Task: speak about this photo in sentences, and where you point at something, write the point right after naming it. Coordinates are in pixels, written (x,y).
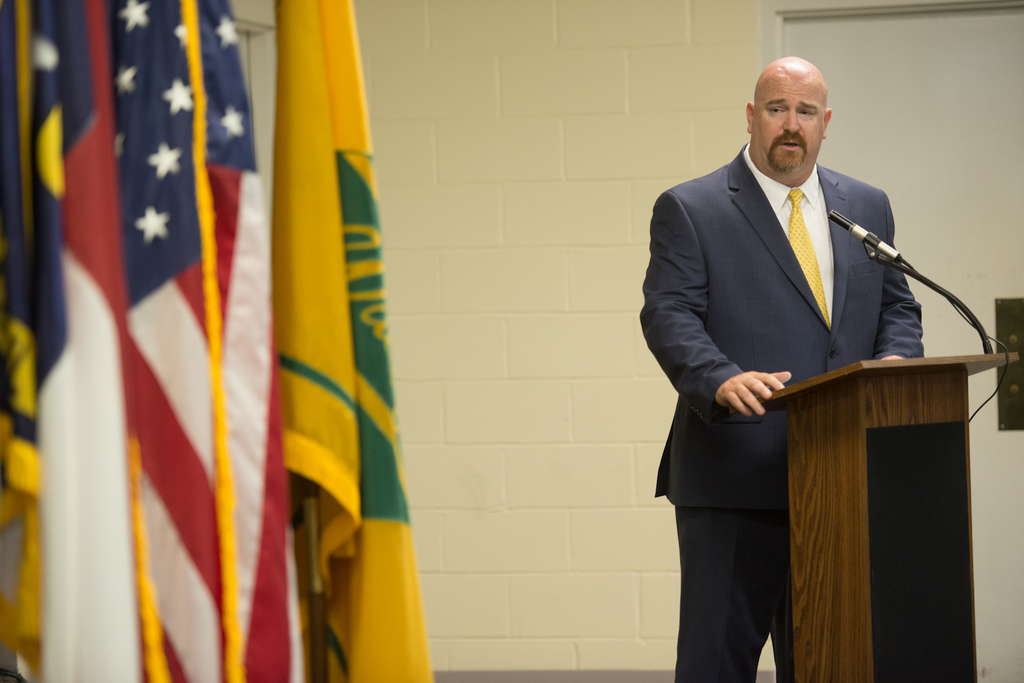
In this image we can see a person (763,422) standing in front of the podium (814,473), on the podium (795,477), we can see a mic (842,226), there are some flags (277,263) and also we can see a door (933,266) and the wall (597,264).
